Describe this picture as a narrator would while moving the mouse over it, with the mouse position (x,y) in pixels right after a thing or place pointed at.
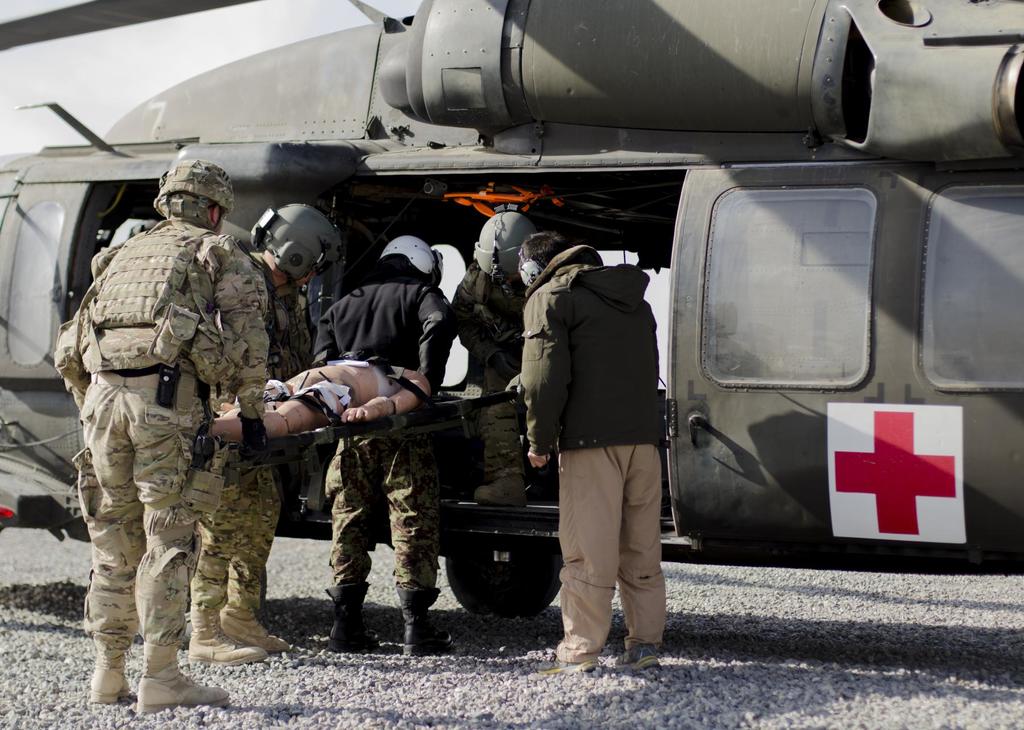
In this image we can see there is an helicopter ambulance (372,135) and there are a few people (292,316) standing and few people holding the rod (283,436). And there is the person (336,409) lying on the bed (455,397). And there are stones (590,692) and the sky (121,50).
